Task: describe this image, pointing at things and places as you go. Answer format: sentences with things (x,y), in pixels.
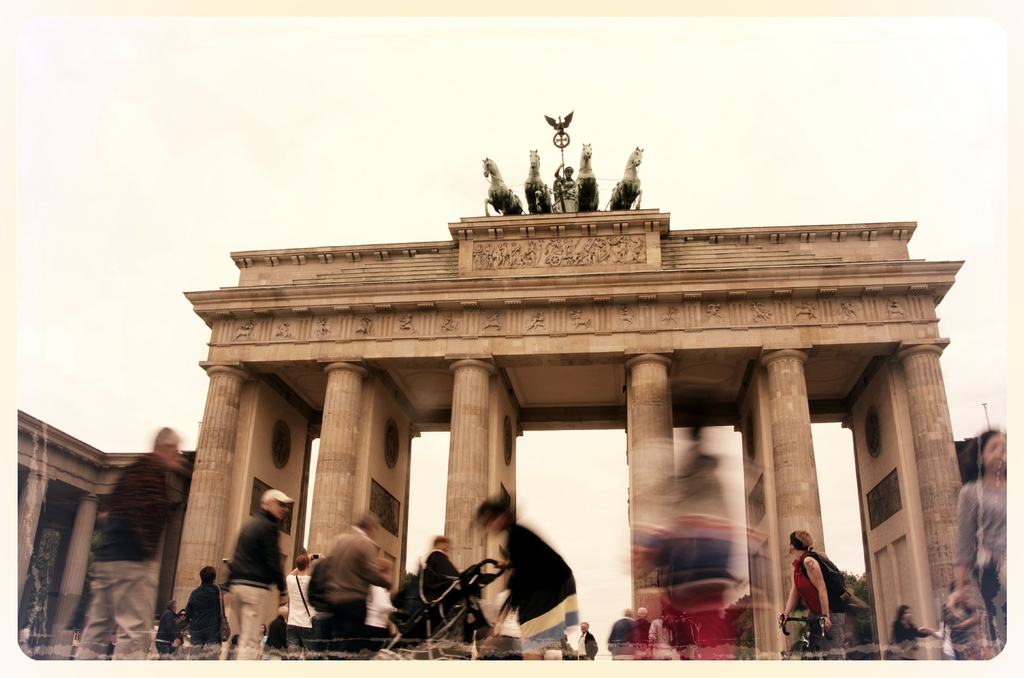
There is a Brandenburg Gate (495,394) in the center of the image (638,324) and there is sculpture (585,171) at the top side of the image (557,174) and there are people (499,504) and bicycles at the bottom side of the image (806,594), there are trees (856,581) in the background area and there are pillars (165,569) on the left side (192,544).
